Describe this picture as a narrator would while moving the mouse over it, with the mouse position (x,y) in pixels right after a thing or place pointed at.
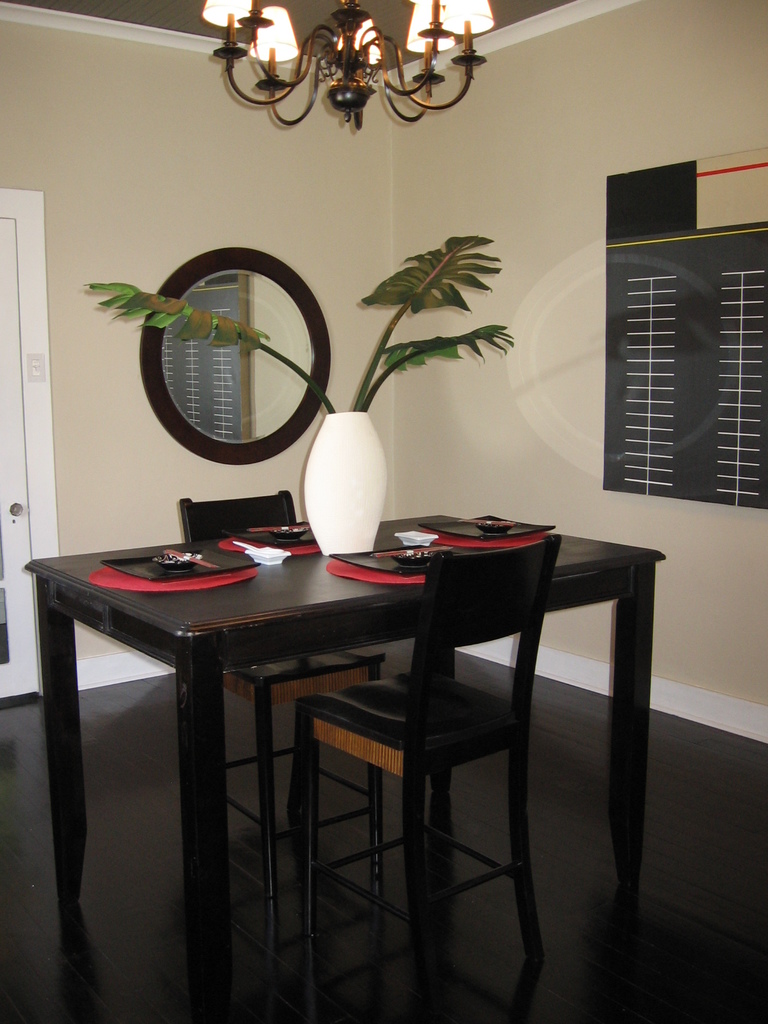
In this image there is a table (256,621) on which there is a flower vase (349,465), plates (236,569) and a small plate (272,558) on it. Beside the table (284,594) there are two chairs (217,504). In the background (252,381) there is a mirror (234,414) and the door (15,409). At the top (346,42) there is a chandelier (333,35).
